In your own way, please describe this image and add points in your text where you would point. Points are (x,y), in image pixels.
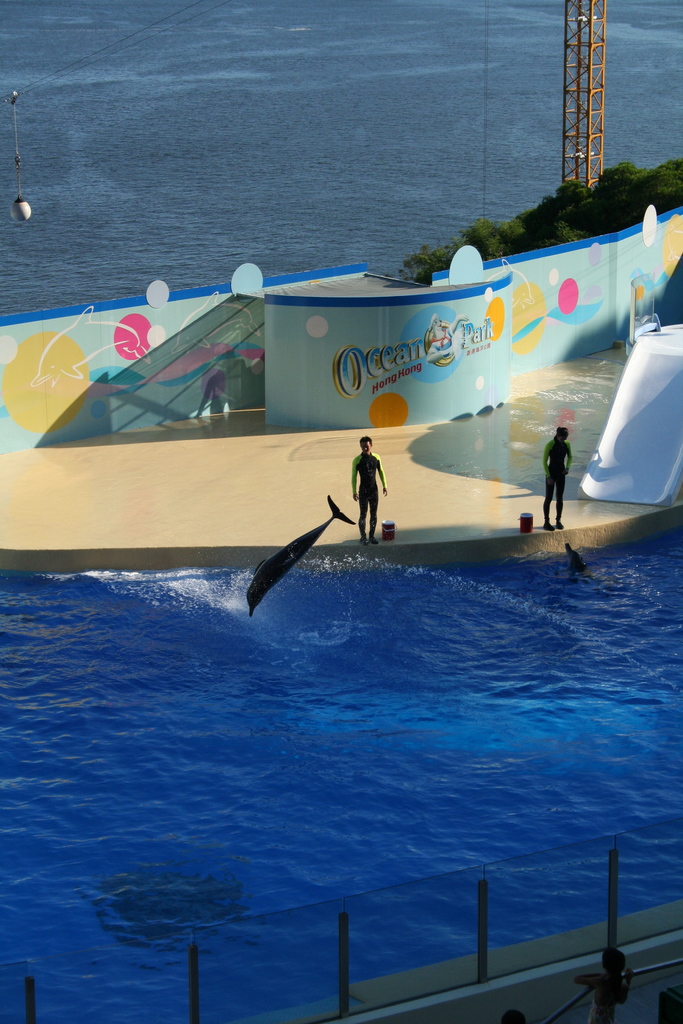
In this image we can see water (327,693), dolphins (337,507) and persons (385,473) standing. In the background (318,410) we can see a wall (296,364), trees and pole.
